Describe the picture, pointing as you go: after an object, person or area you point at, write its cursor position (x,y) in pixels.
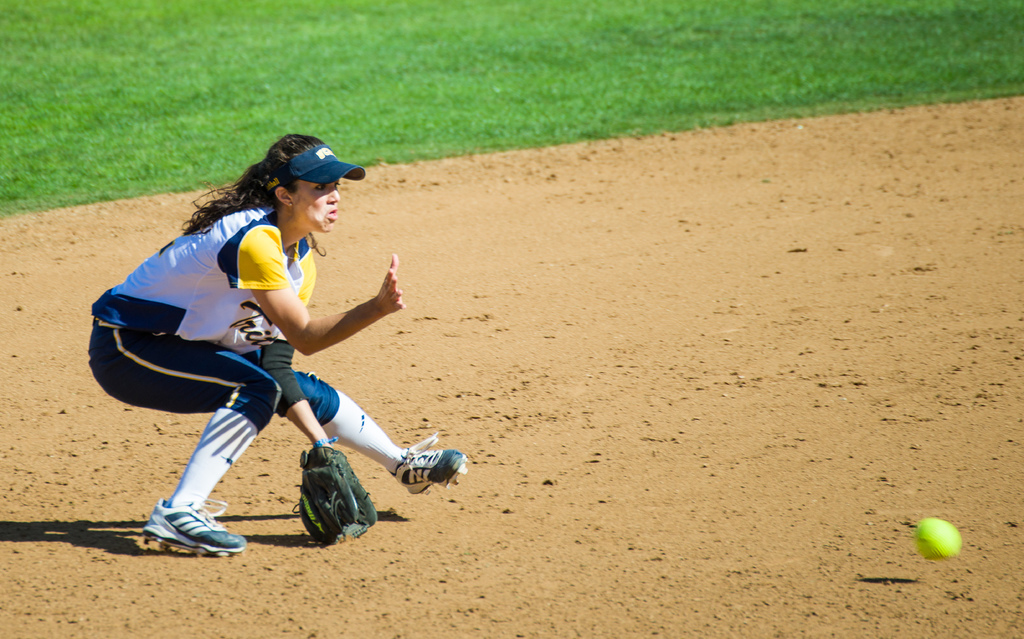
In this image there is a person (222,316) standing on the ground (549,542). On the right side of the image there is a ball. In the background of the image (470,92) there is grass (434,62) on the surface (454,49).
